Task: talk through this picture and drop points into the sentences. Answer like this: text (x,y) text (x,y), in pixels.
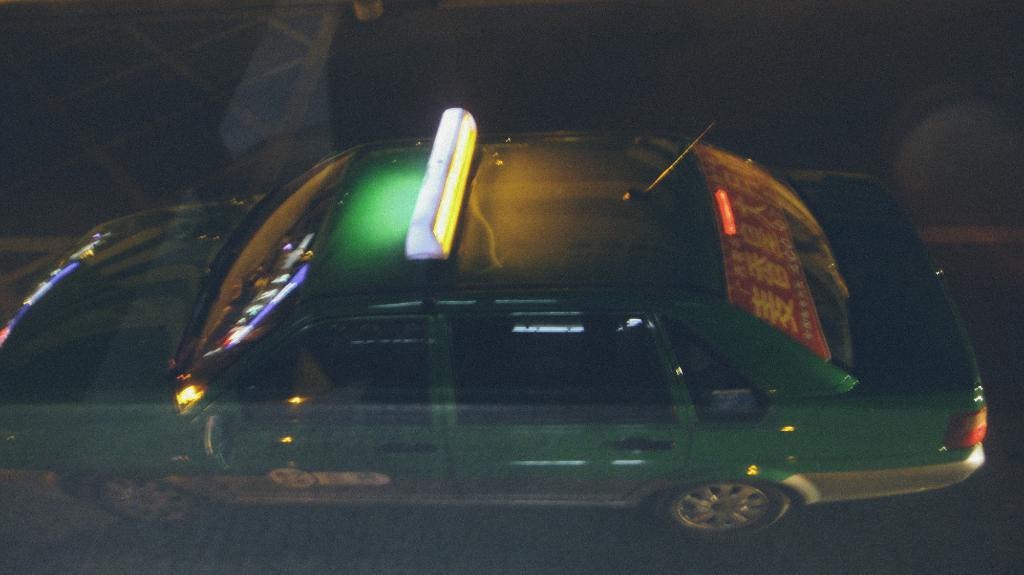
This picture contains a car (344,359), which is moving on the road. This car (714,416) is in green color. In the background (526,96), it is black in color. This picture is clicked in the dark.
